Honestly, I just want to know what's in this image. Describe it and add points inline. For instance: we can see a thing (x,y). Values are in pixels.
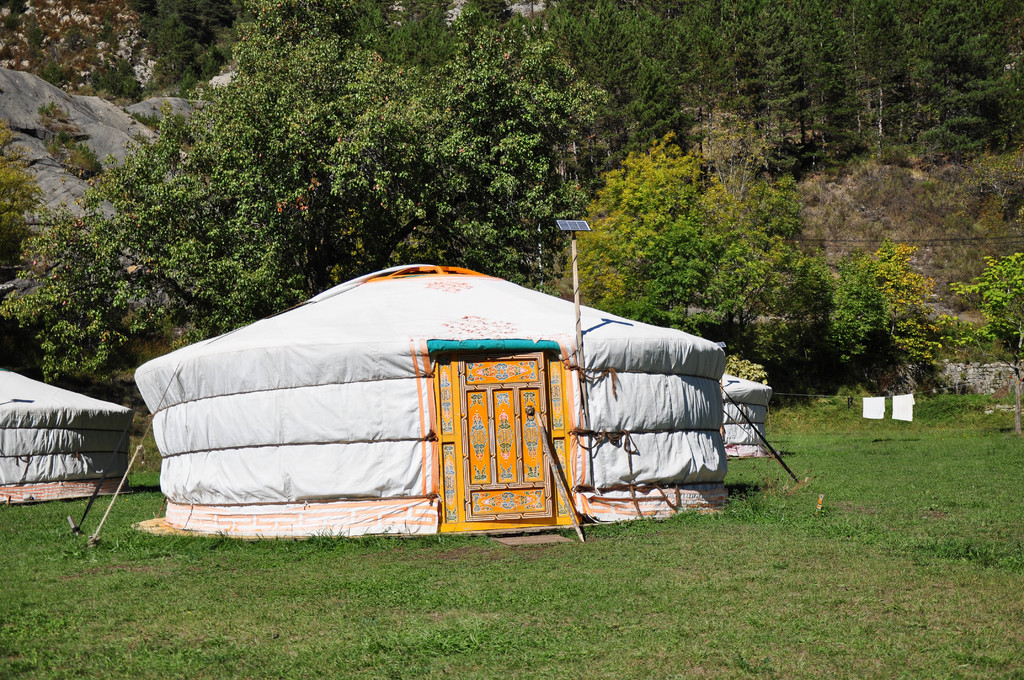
In this image we can see tents (610,344), solar panel (567,219), rope (772,394) on which clothes (871,408) are hanged, trees (207,318), cables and rocks (32,118).
